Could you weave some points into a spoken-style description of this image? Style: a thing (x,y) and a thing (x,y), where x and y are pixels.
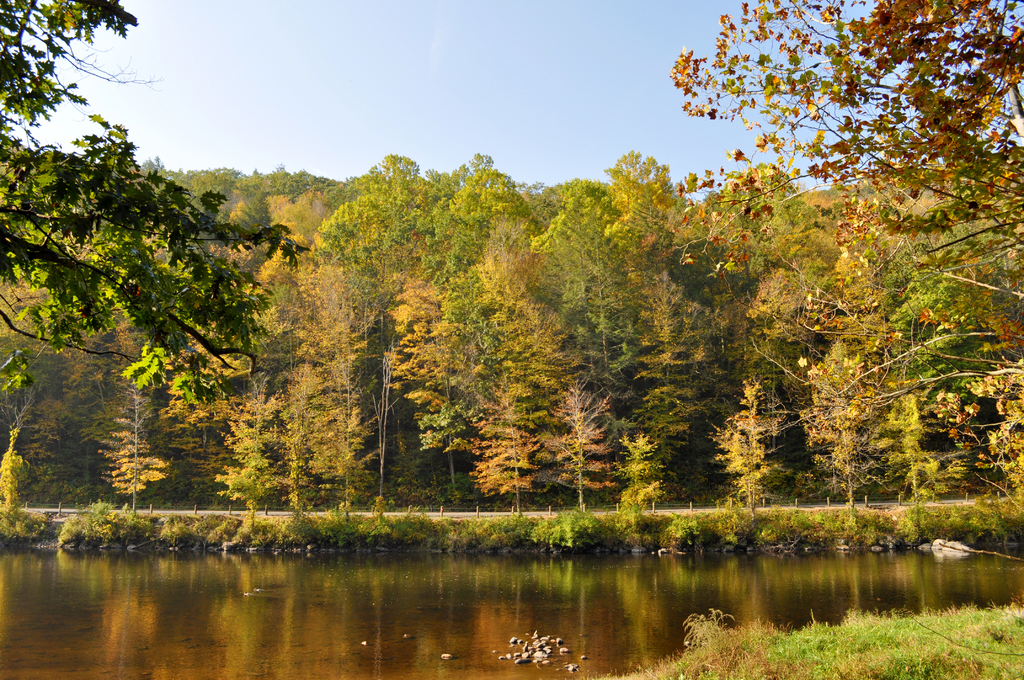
In this image we can see the trees (781,481), plants (450,525), grass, there is a lake (531,595), rocks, near that there is a road (107,513) and fence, at the top (219,117) we can see the sky (566,131).
